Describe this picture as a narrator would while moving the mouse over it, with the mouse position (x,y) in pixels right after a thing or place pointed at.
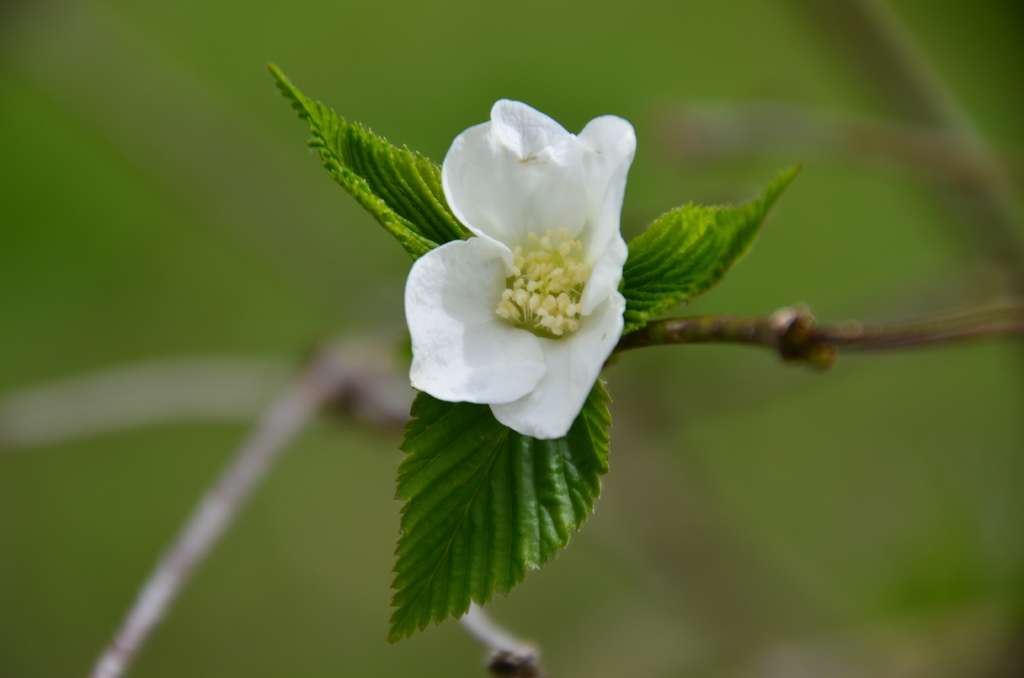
In the image it is a zoomed in picture of a flower (572,291) and leaves (437,426), the background of the flower (574,396) is green.
